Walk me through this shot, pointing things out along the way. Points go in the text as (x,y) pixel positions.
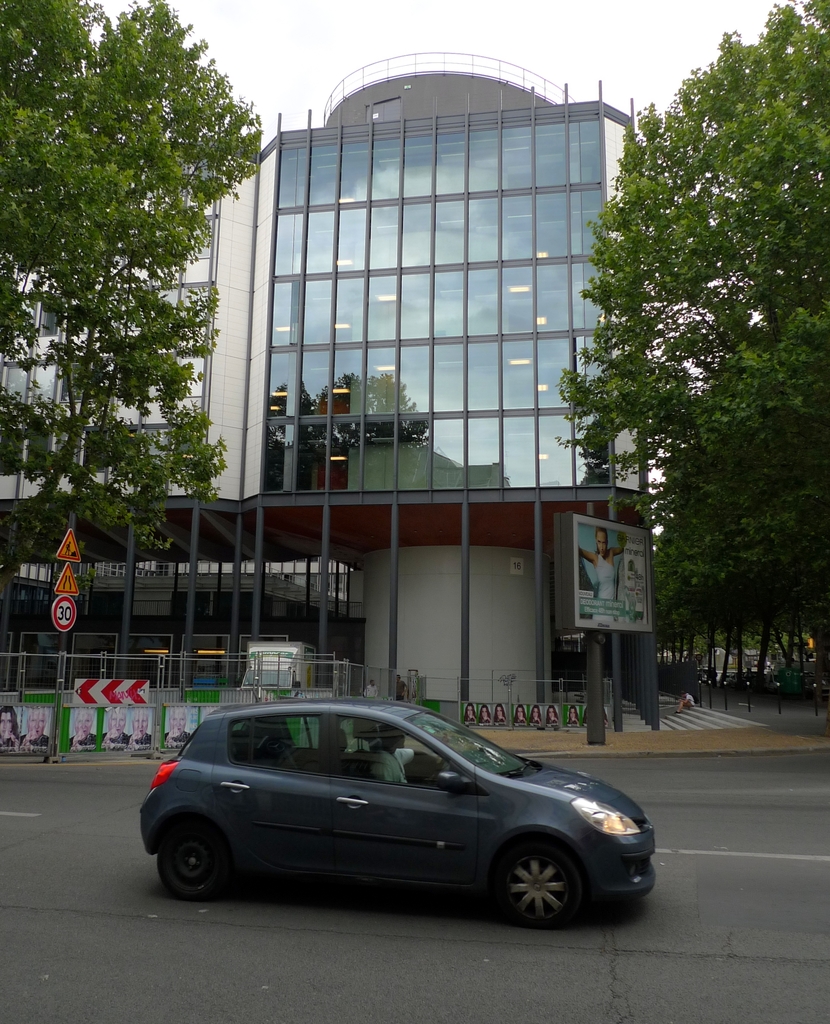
In this image we can see a vehicle (335,881) which is moving on road (669,829) and at the background of the image (242,524) there is building (342,340) and some trees (64,472).
